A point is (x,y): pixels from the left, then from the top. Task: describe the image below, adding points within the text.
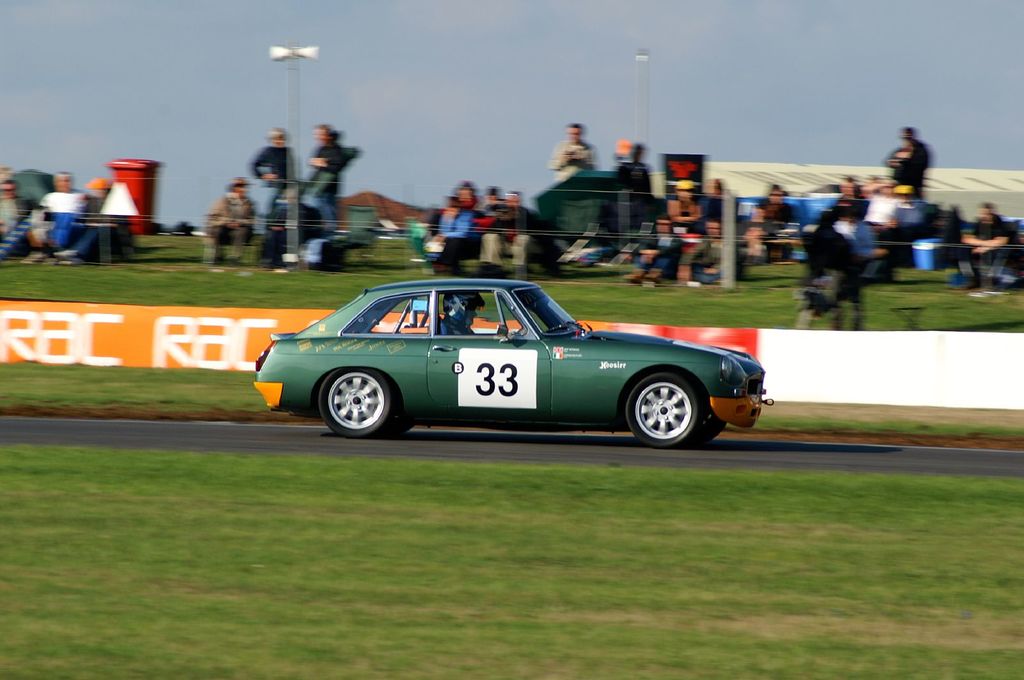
In this image, we can see a person (461,319) is riding a car (506,406) on the road (323,438). Background (1012,372) there is a blur view. At the bottom (603,585), there is a grass (597,590). Here we can see a group of people (92,246). Few (625,158) are standing and sitting. Top of the image (493,102), there is a sky (430,94).
